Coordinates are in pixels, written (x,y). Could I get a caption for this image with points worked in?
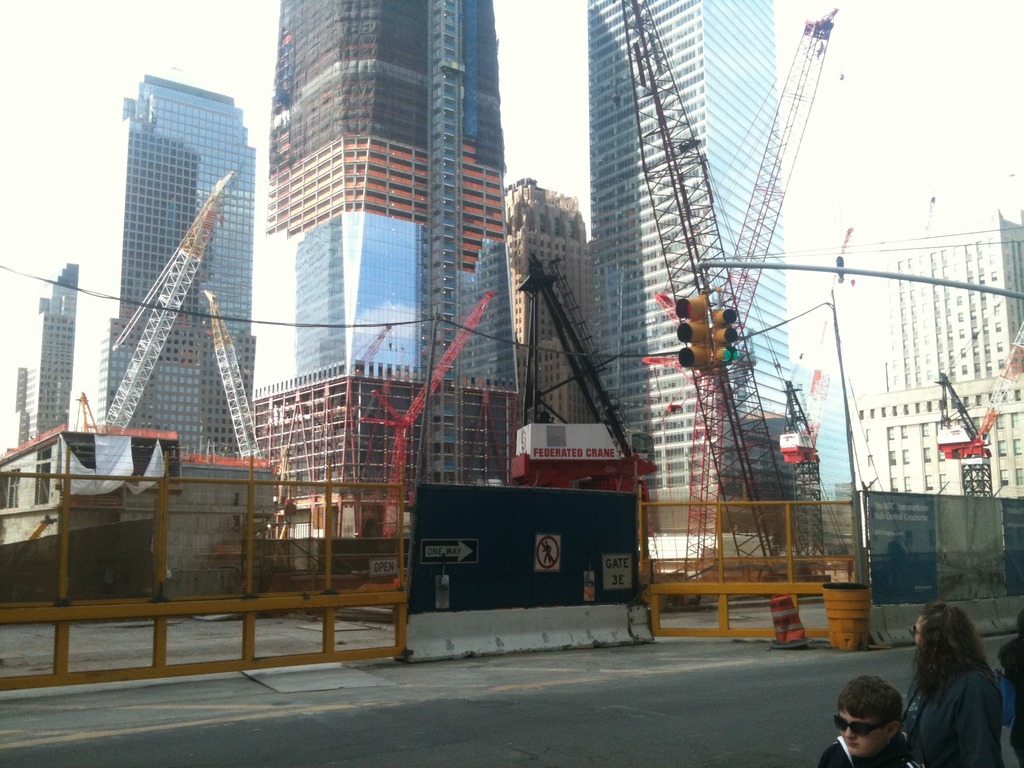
In this image I can see a road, on the road (213,681) I can see stands (867,638) in the bottom right (959,638) I can see persons (936,684) and I can see towers (748,298) and traffic signal lights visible in the middle (664,262), at the top (933,78) I can see the sky (860,73).
